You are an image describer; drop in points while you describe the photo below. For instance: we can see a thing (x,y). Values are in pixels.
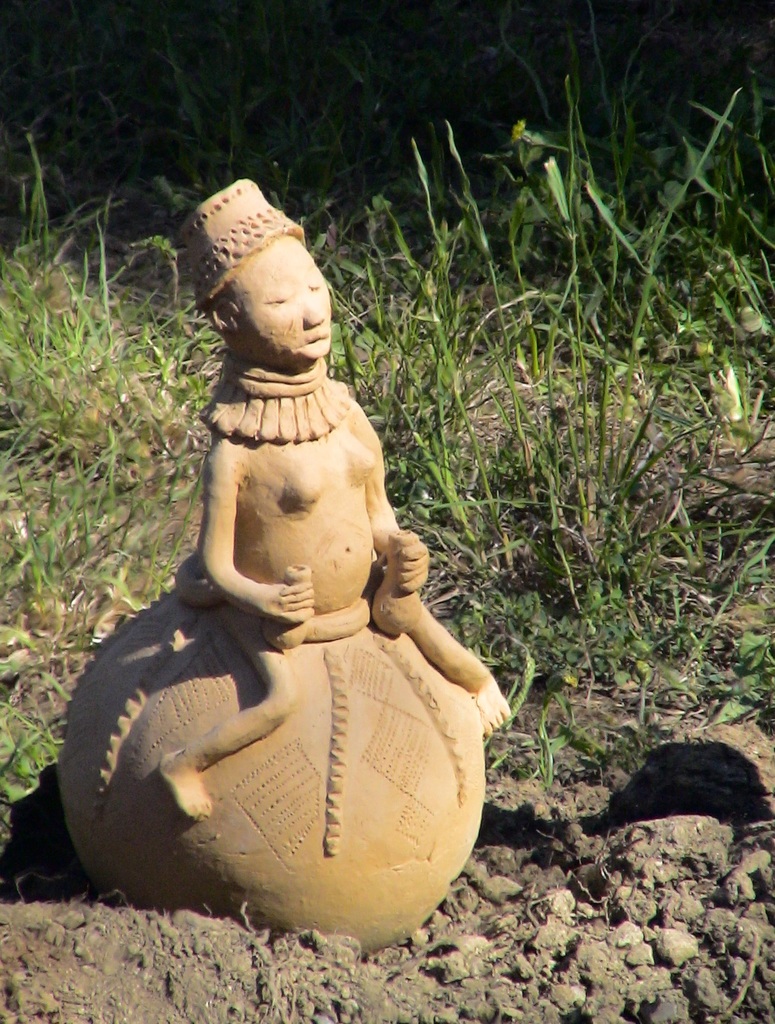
In this picture we can see a statue (358,805) on the ground (519,978) and in the background (13,581) we can see the grass (489,521).
